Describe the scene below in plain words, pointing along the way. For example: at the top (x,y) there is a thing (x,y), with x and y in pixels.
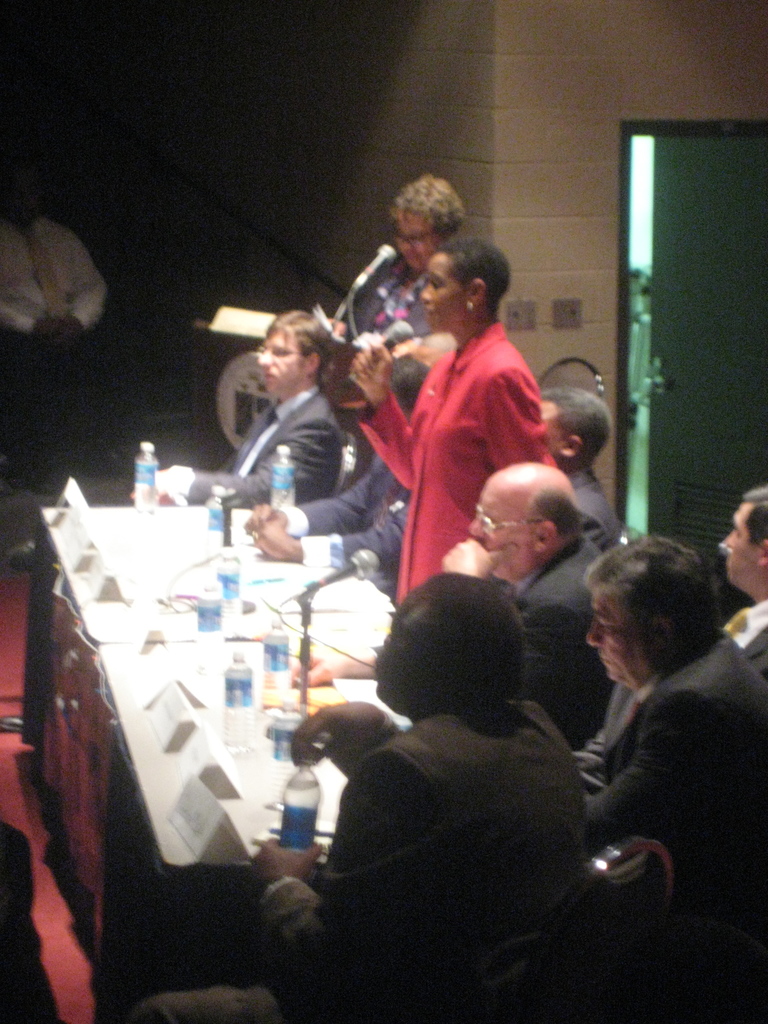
In this picture we can see a group of people (334,953) sitting on the chairs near the tables (76,756) with bottles (265,670), mike's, cards (207,806) placed on them. We can also see people (413,196) with a mike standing and looking at someone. In the background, we can see a door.
